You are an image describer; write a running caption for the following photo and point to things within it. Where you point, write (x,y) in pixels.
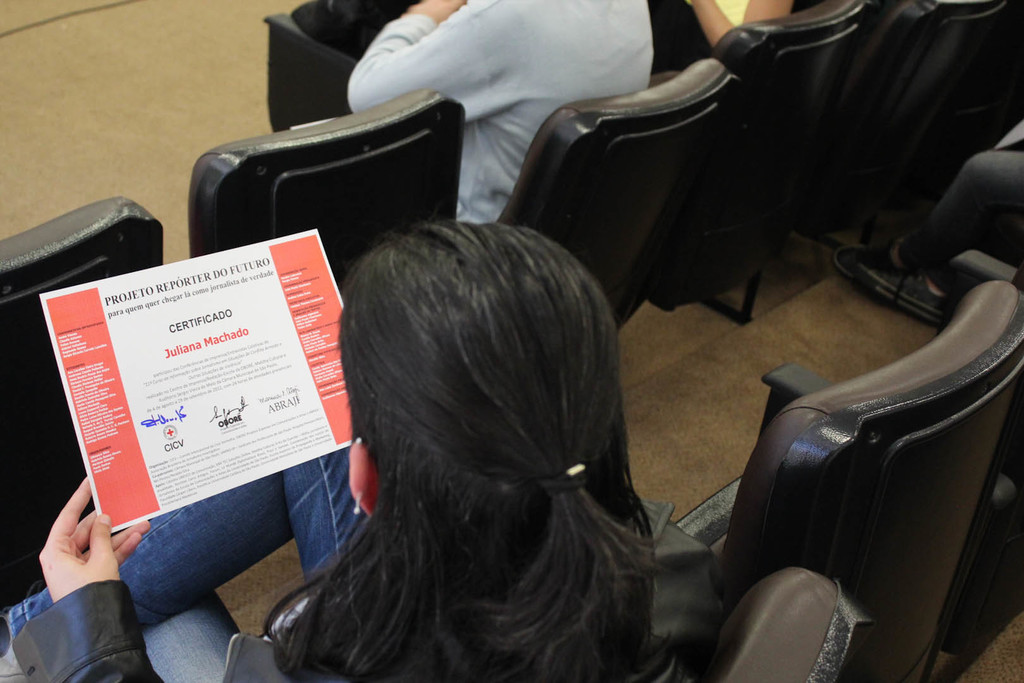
There is a woman (615,461) sitting on a chair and she is looking at this paper (196,343). In front there is a person (611,91) sitting on a chair (600,139).
